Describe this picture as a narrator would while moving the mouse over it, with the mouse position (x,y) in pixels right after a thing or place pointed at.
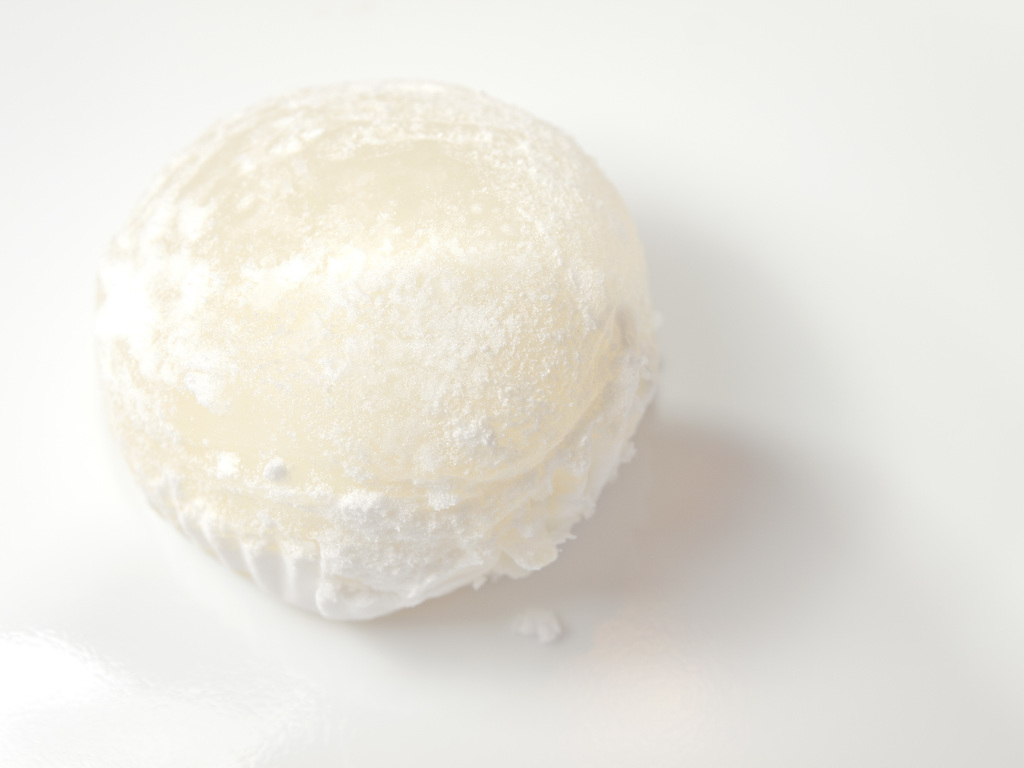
In this picture, it seems like a food item (313,363).
